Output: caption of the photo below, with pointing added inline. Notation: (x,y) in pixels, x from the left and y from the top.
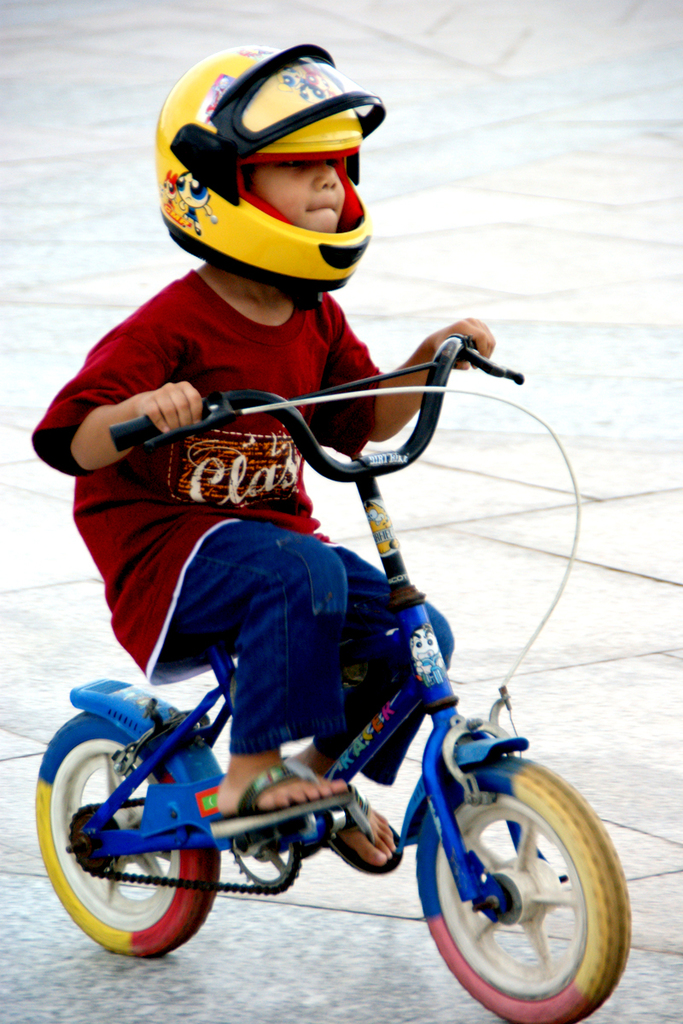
A boy (284,697) is riding bicycle (298,409) wearing helmet (260,212) on the road (309,920).
